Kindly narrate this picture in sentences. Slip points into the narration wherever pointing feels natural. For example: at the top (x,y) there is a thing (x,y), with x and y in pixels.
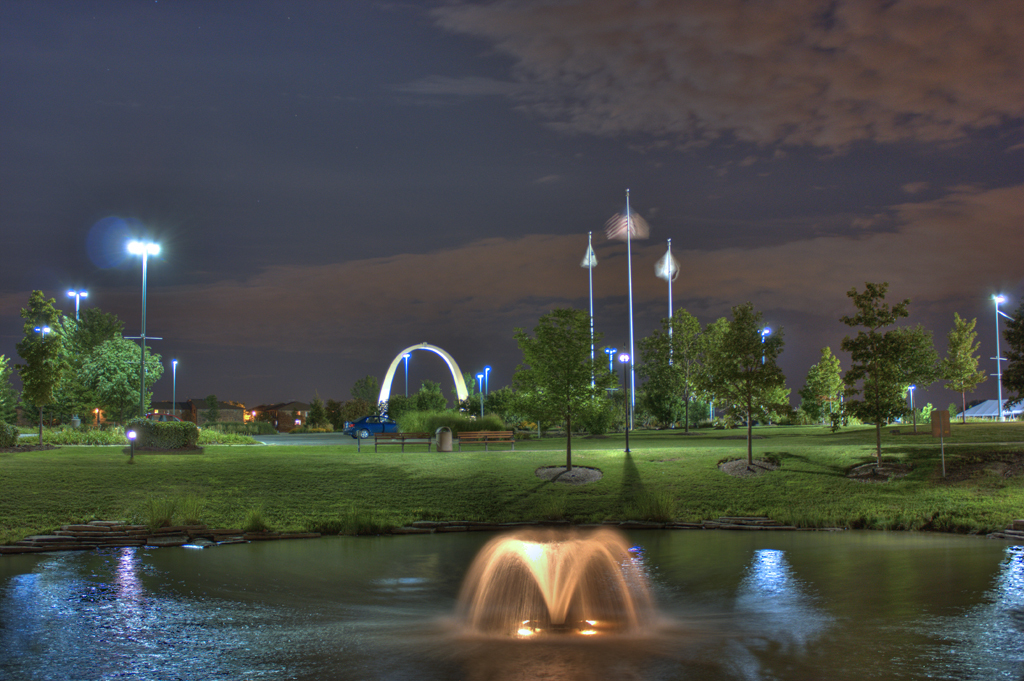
In this image we can see there is a fountain (549,593) with light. And there is a car (365,427) on the road (334,441) and an arch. And there are street lights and trees (434,390). And there are buildings (235,414), Board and a dustbin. And at the top (578,140) there is a sky (473,262).
